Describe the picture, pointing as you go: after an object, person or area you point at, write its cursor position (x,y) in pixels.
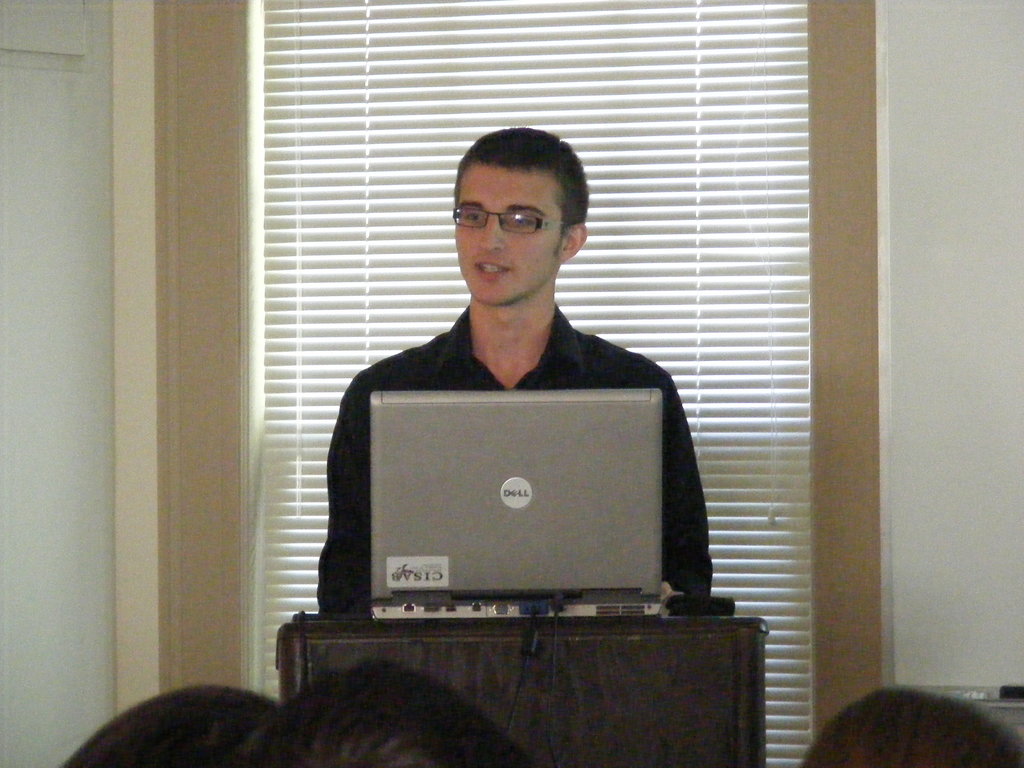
In the center of the image (498,328) a man (492,378) is standing in-front of podium (614,680). We can see a laptop (565,565) is present on the podium (577,637). In the background of the image (161,271) wall (161,271) is there. At the bottom of the image (402,695) some persons (402,718) are there.
